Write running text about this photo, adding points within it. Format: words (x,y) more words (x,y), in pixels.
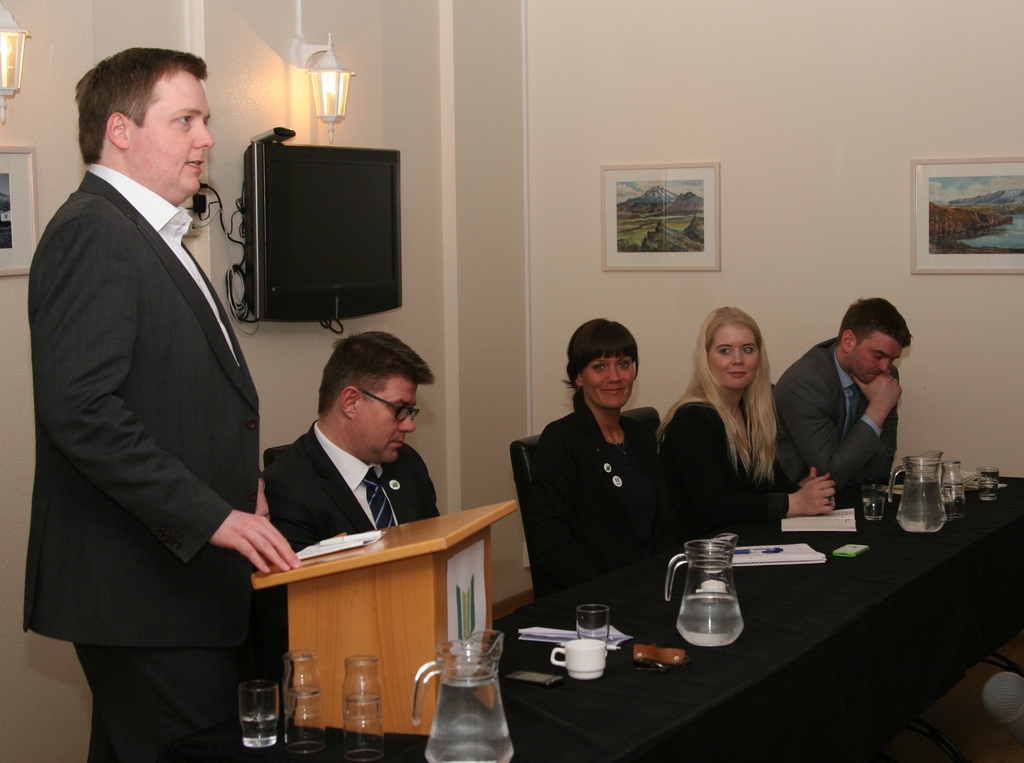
In this image I can see few people (224,340) where one of them is standing and rest all are sitting. I can see here he is wearing a specs (395,404) and also all of them are wearing suit (803,363). On this table (707,662) I can see a podium (366,597), few glasses (318,654), a cup (566,664), few jars (720,581) and few papers (754,564). In the background (586,74) on these walls (467,88) I can see few frames (704,168), few lights (14,18) and a television (291,157).
